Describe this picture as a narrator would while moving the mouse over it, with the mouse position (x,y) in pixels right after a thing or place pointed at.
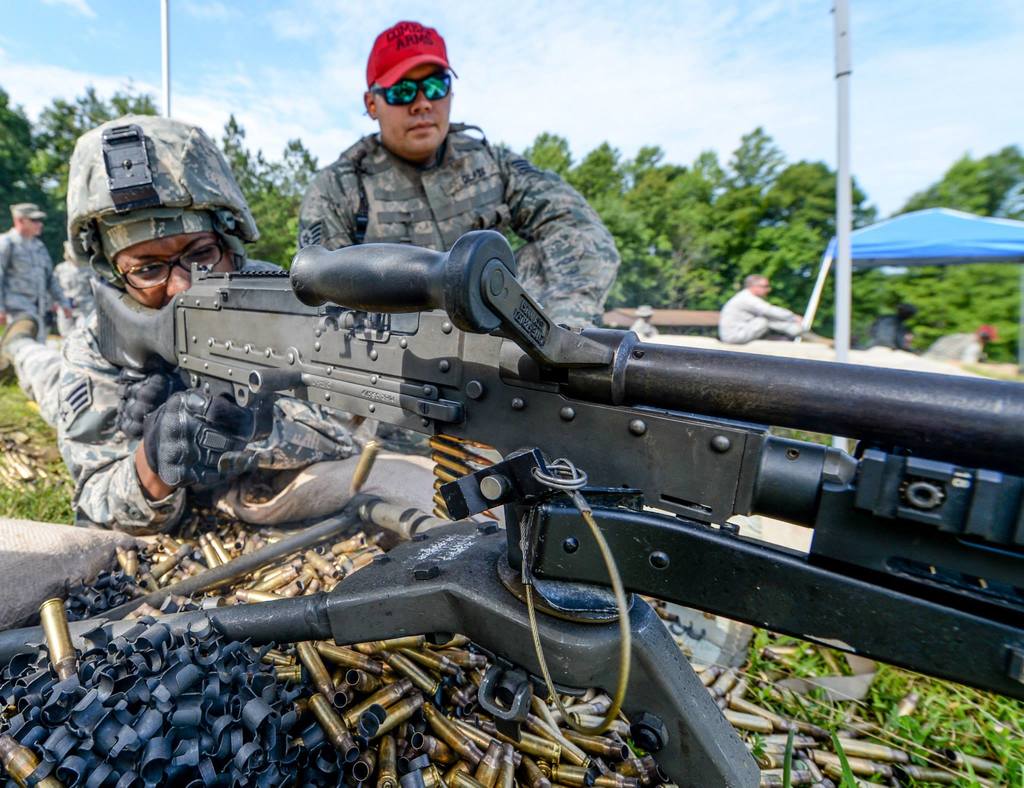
The picture is taken from an army training camp. In the foreground of the picture (195,451) there is a person (109,416) firing a gun (485,424), beside him there is another person (431,171) wearing a red cap (387,66). In the center of the background (48,236) there are trees (284,195), tent (867,247) and people (34,268). Sky (300,22) is clear and it is sunny. In the foreground (208,587) there are bullet caps (602,742) and grass (872,721).
